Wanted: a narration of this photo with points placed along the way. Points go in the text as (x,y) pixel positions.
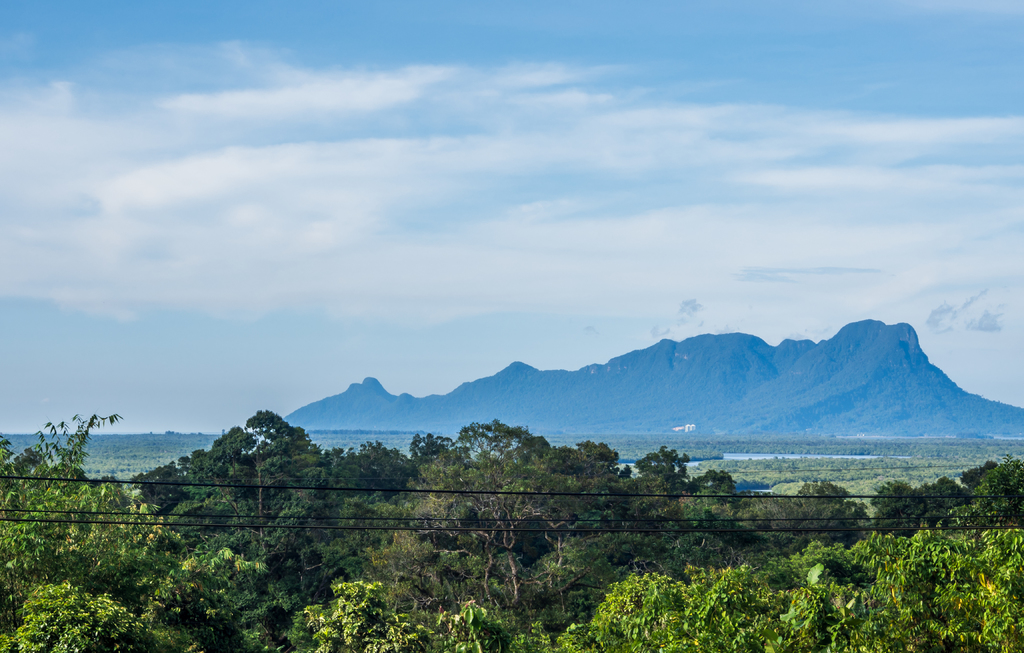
We can see wires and trees (802,579). On the background (905,393) we can see hill (499,387) and sky (553,160) with clouds (565,217).
